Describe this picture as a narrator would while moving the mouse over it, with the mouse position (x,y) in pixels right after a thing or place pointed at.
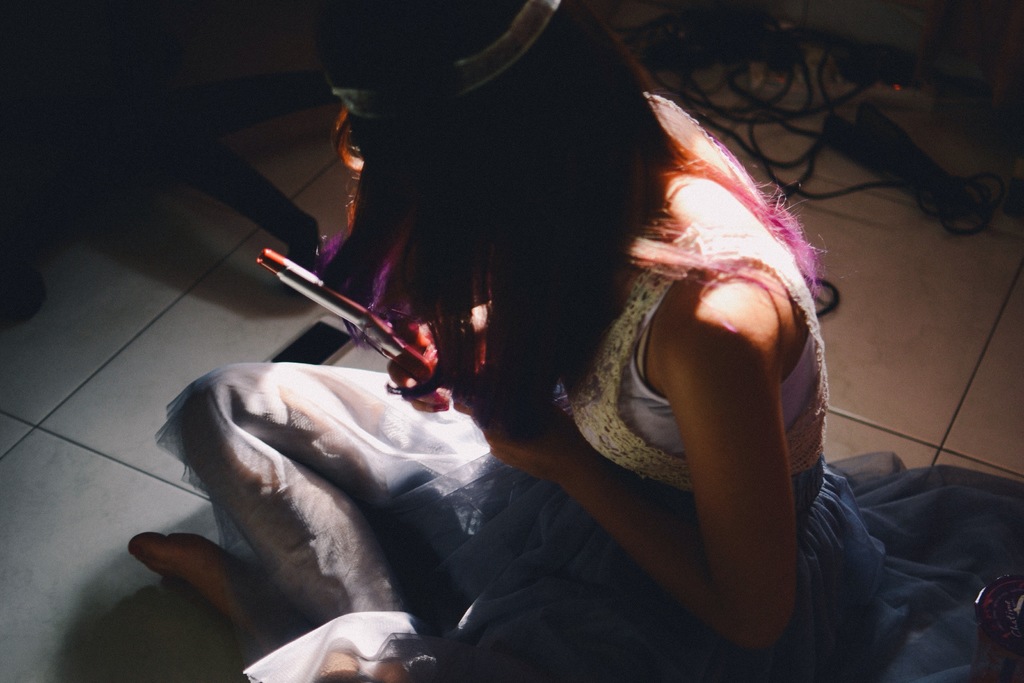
This image is taken indoors. At the bottom of the image (101,616) there is a floor (150,233). In the middle of the image (468,272) a girl (650,416) is sitting on the floor (204,242) and she is holding a curl rod (268,253) in her hand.
